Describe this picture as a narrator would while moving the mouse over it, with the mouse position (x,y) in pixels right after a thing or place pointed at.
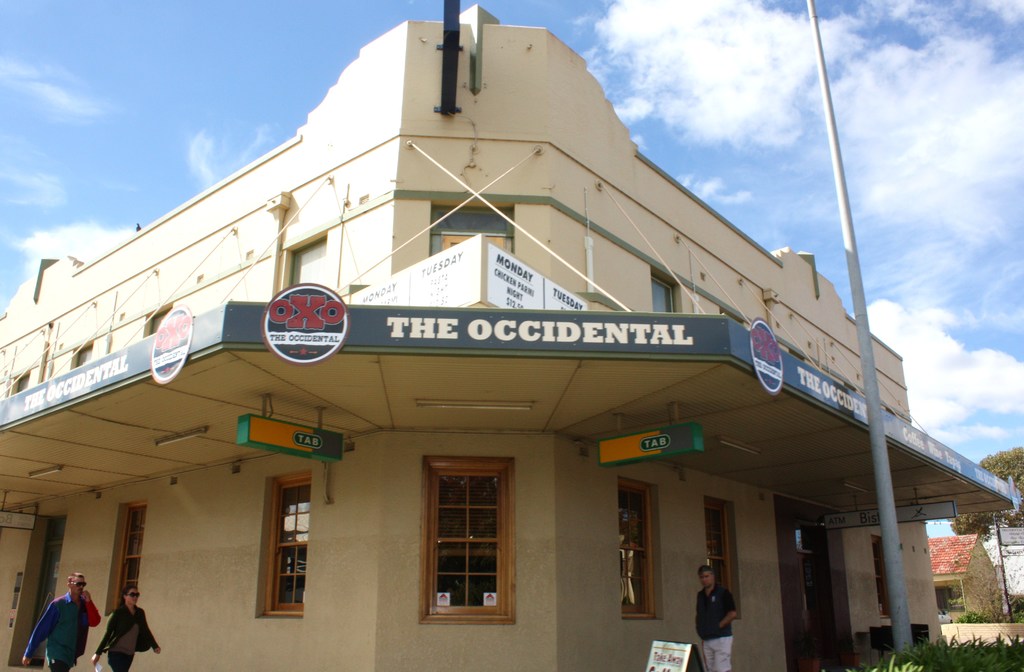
This image consists of a building (312,610) to which many boards (363,308) are fixed. To the left (61,633), there are two persons (109,639) walking. To the right (723,645), there is a man (701,636) standing. To the top (735,62), there are clouds (669,61) in the sky (757,56).
